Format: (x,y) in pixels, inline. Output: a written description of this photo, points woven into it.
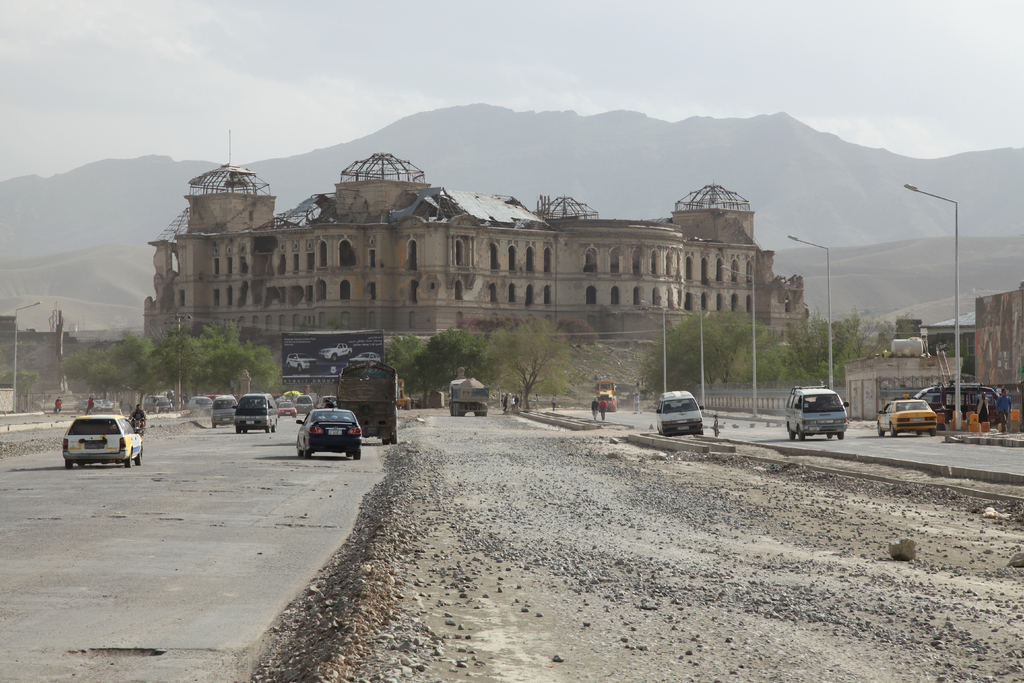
In the picture we can see two way road (154,566) in the middle (472,439) we can see a path (833,550) some stones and on the road (286,518) we can see some vehicles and in the background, we can see trees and behind it, we can see a huge building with some broken walls (541,256) and behind it we can see some hills (587,148) and the sky (358,96).
